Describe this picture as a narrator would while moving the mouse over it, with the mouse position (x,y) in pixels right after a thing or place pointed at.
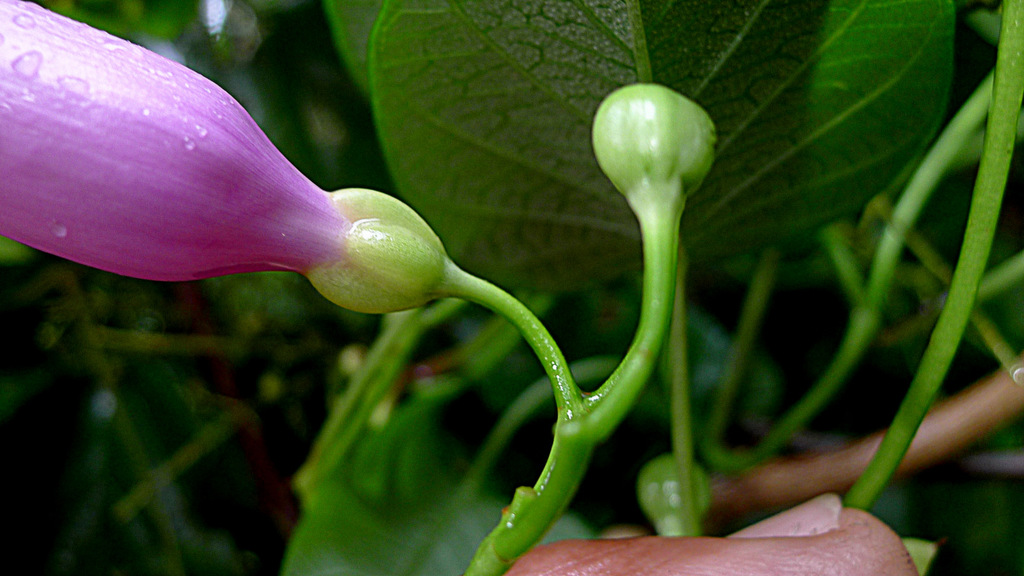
In this image there is a plant (628,400) to that plant (409,272) there is a flower (182,159).
